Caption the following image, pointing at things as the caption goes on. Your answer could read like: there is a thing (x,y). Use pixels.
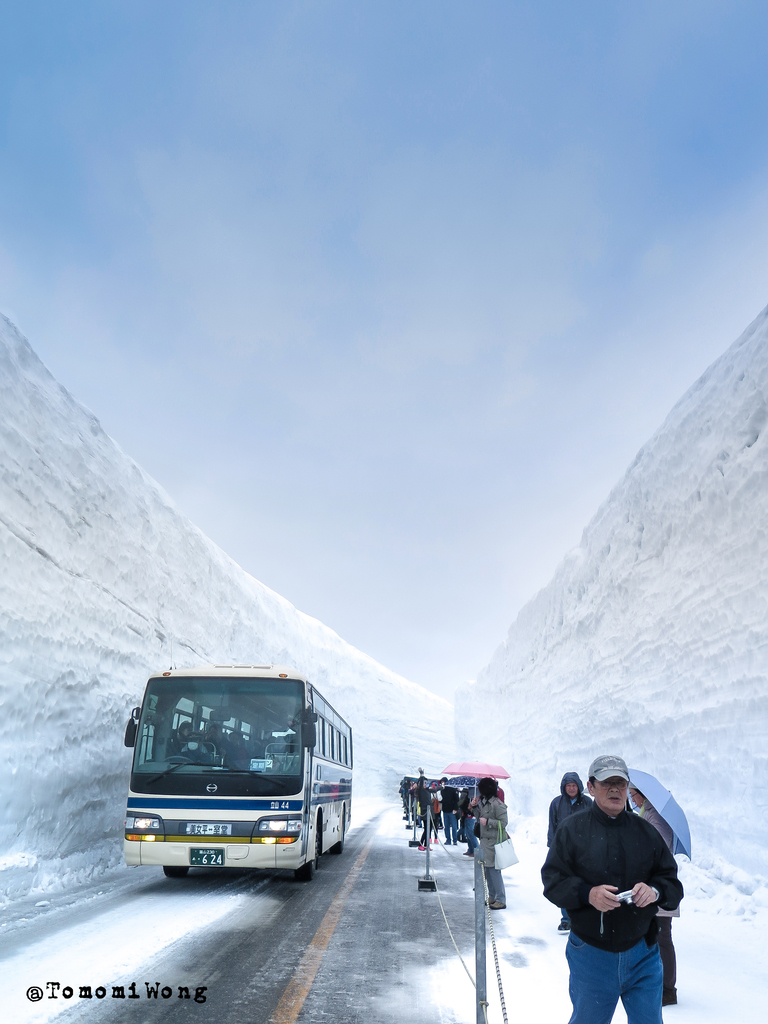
In this image I can see a road (350,901) in the centre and on it I can see a bus (227,693), few poles (484,971), a chain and I can also see number of people (404,787) are standing. I can see few of them are holding umbrellas (459,768) and I can see most of them are wearing jackets (561,839). In the front (631,827) I can see one of them is wearing a cap (596,774) and I can see he is holding a camera (621,893). On the both sides of the road (358,928) I can see snow walls (356,675) and on the bottom left side of this image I can see a watermark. I can also see clouds (429,609) and the sky (528,167) in the background (446,253).
